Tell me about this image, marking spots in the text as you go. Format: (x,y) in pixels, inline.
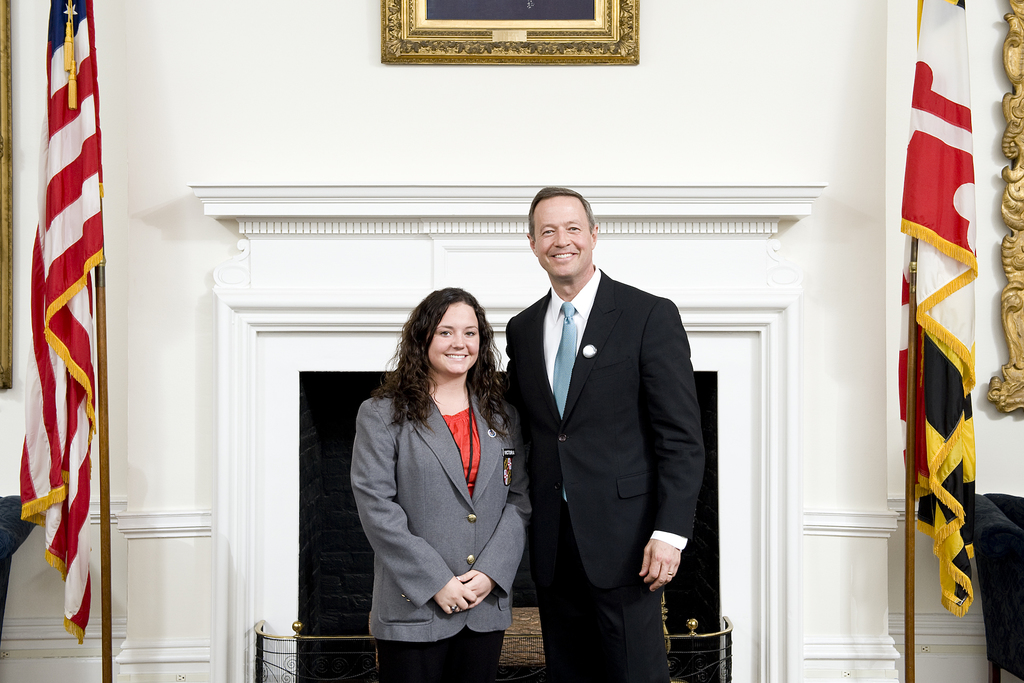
In this image I can see a woman (501,505) and a man (573,453) wearing blazers (583,441) are standing and smiling. In the background (459,230) I can see the wall (198,144), a frame (1016,255) attached to the wall (296,72), two flags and a fire place (343,479).
